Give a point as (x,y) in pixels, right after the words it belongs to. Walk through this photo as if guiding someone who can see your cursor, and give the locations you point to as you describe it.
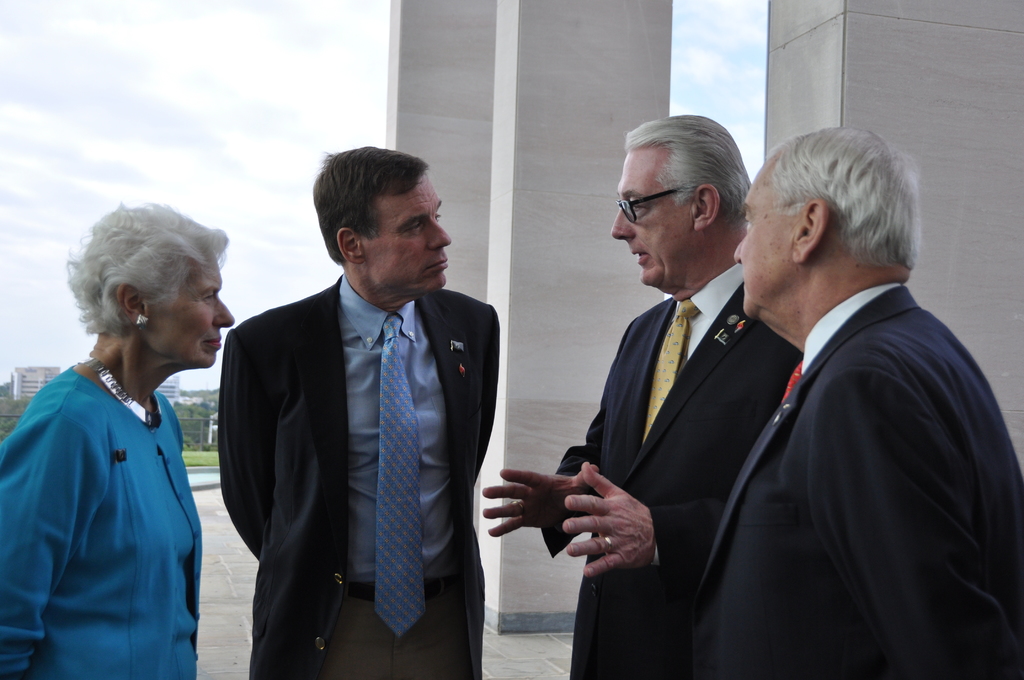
In this picture we can see three men (875,344) and a woman (130,278) standing on the ground (486,678), pillars (495,227) and in the background (206,430) we can see buildings (18,395), trees (194,415), fence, sky (73,149) with clouds (253,174).
